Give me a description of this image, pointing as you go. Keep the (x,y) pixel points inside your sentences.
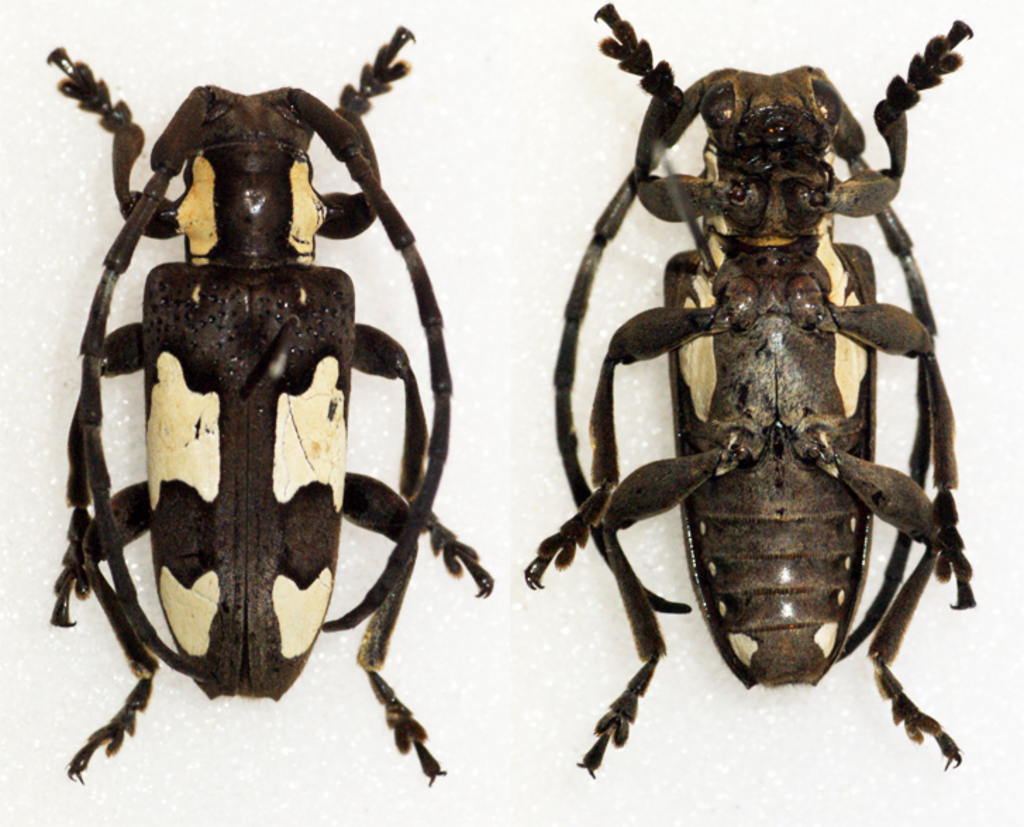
This is a collage image. In this image I can see two pictures which consist of insects (274,247) on white surface (786,21).
